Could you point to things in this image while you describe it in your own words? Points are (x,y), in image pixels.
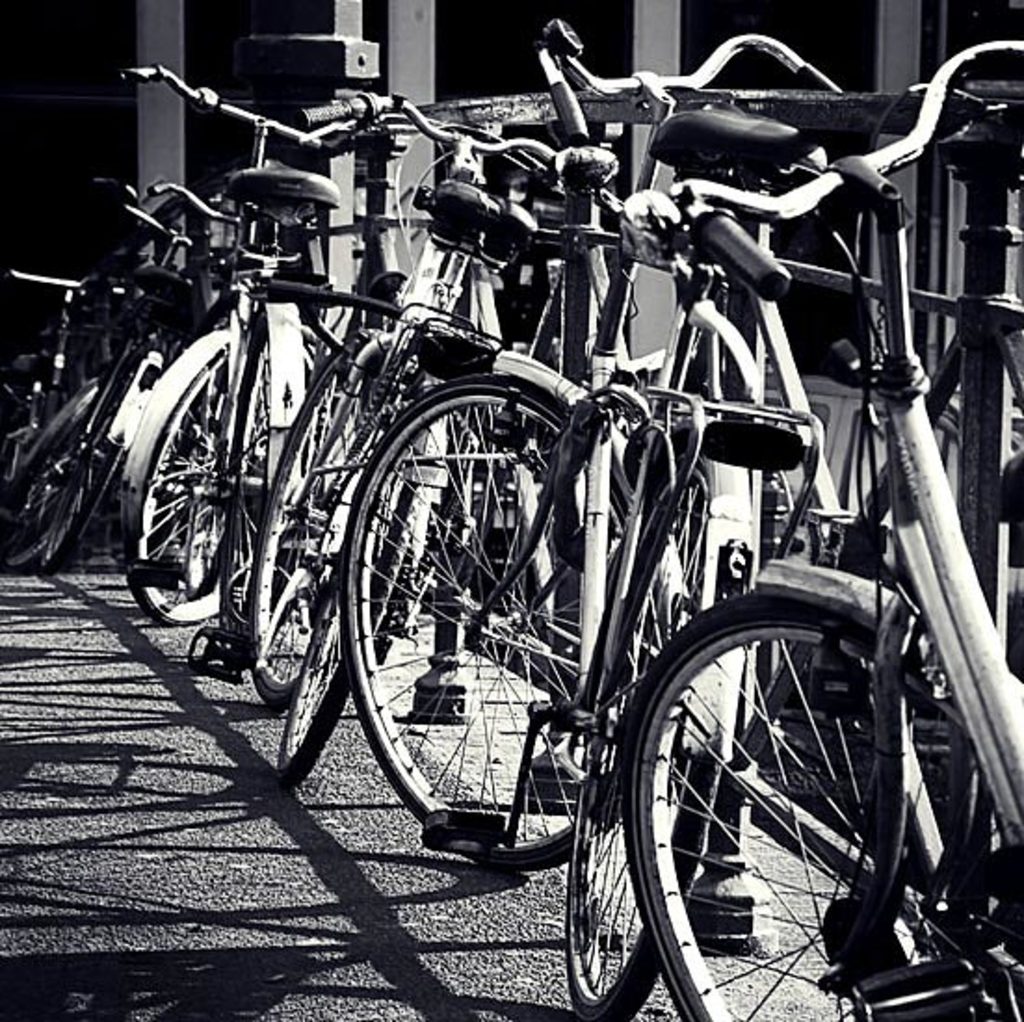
In the picture I can see bicycles (468,535) on the ground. I can also see fence (999,285) and some other objects (832,356). This picture is black and white in color.
